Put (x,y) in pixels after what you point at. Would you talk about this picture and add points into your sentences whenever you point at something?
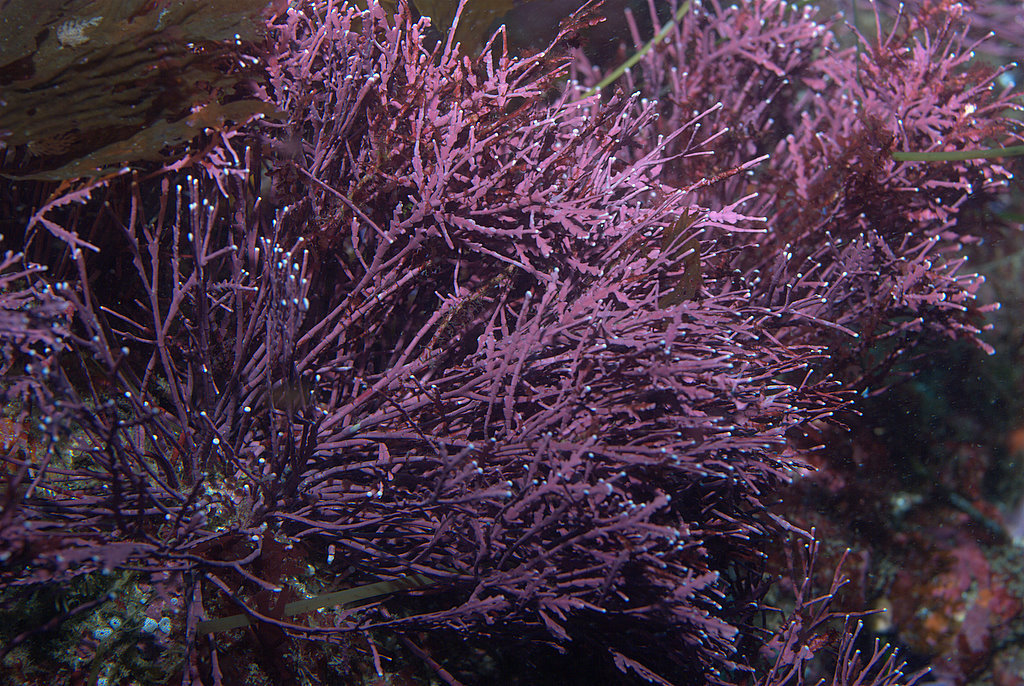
In this image I can see few plants (383,436) which are pink and green in color and in the background (999,559) I can see few other objects (985,533) which are pink, orange and white in color.
